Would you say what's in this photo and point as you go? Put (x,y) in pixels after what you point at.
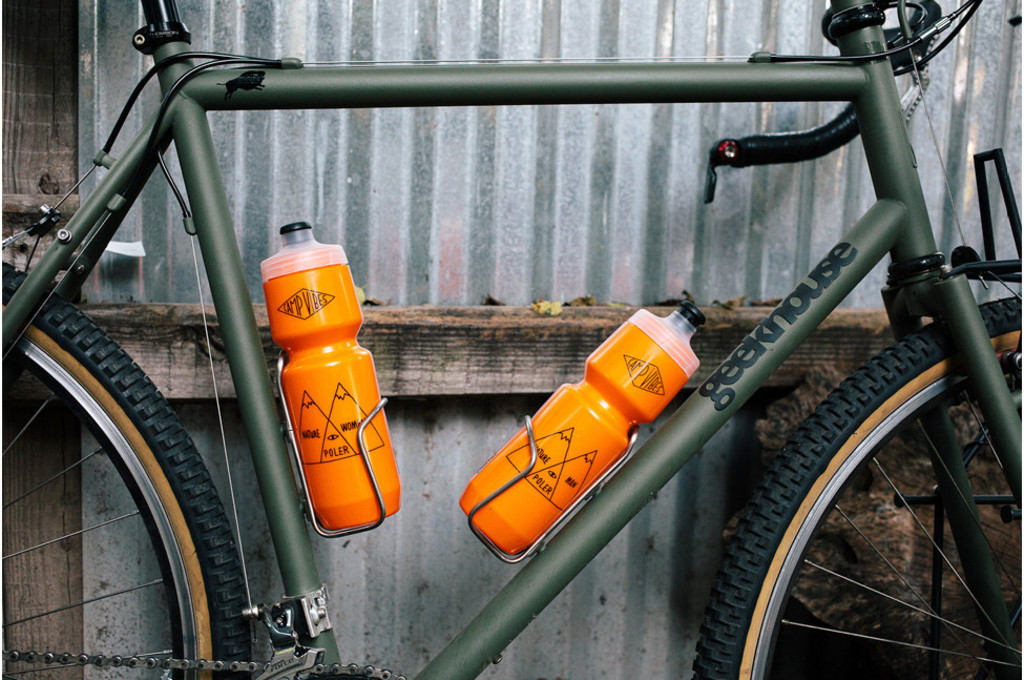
This picture is mainly highlighted with a bicycle (256,398) with two water bottles (568,411). Behind we can see a metal wall (523,205).
